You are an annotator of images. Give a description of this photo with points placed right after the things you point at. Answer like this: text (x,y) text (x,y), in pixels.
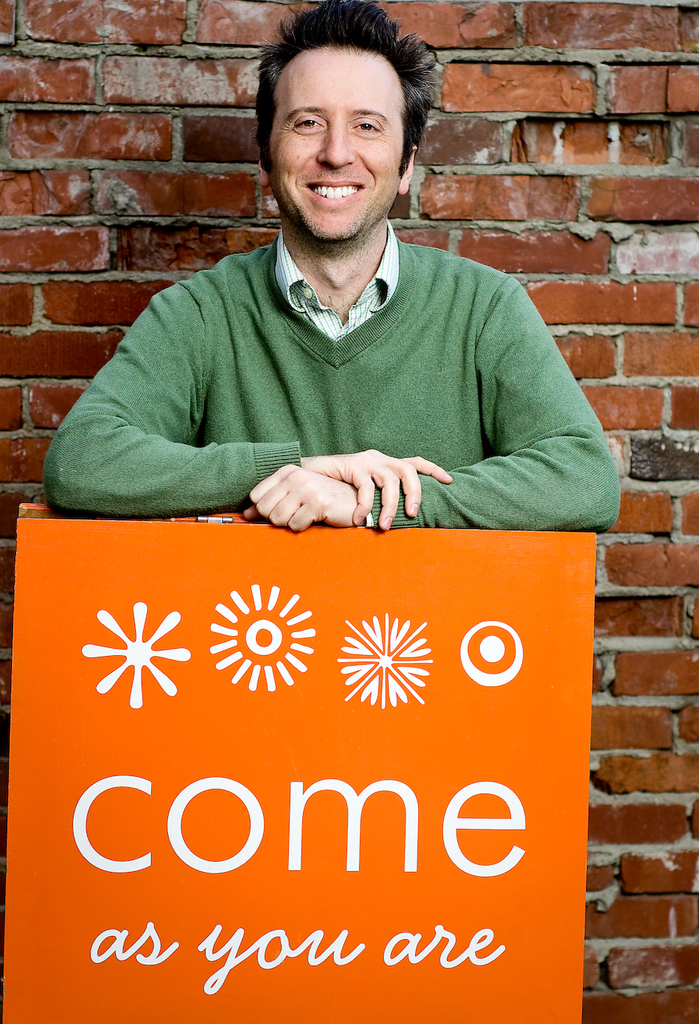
In this image I can see the person (492,402) is standing behind the orange color object (363,819) and I can see something is written on it with white color. I can see the brick wall (157,188).
